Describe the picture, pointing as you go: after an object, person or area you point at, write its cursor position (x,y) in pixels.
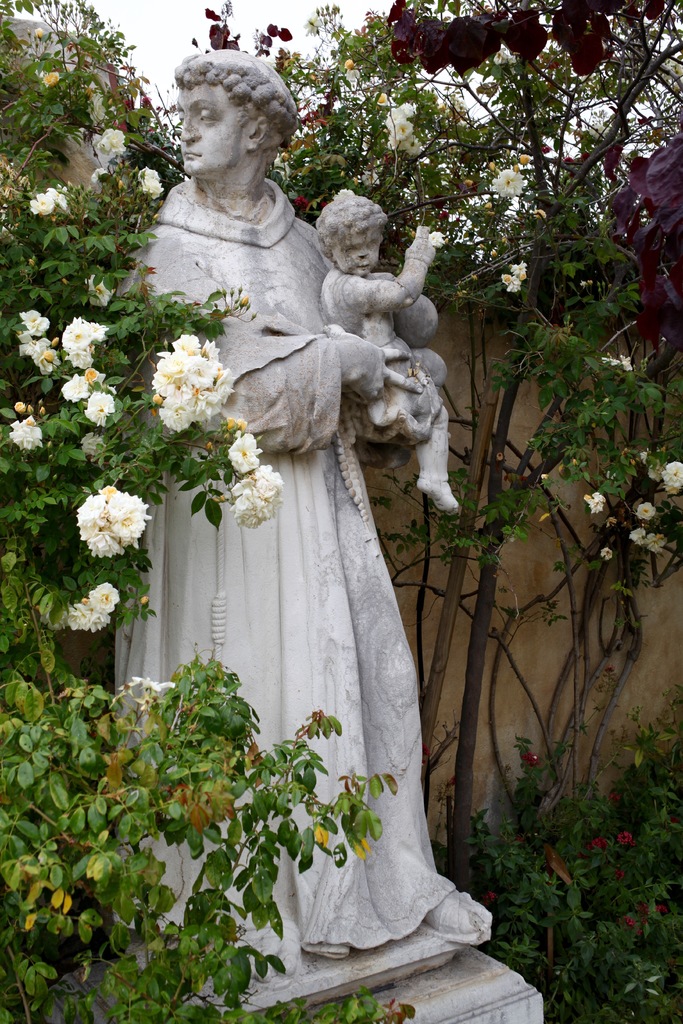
This picture is taken from the outside of the city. in this image, in the middle (228,516), we can see a statue (357,265). On the left side (115,130), we can see some trees (113,210), plants (120,335) with some flowers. On the right side (533,861), we can see some trees (639,237) and plants (660,477) with some flowers (603,501) which are in white color. At the top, we can see a sky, at the bottom (611,835), we can see some plants (490,845).
